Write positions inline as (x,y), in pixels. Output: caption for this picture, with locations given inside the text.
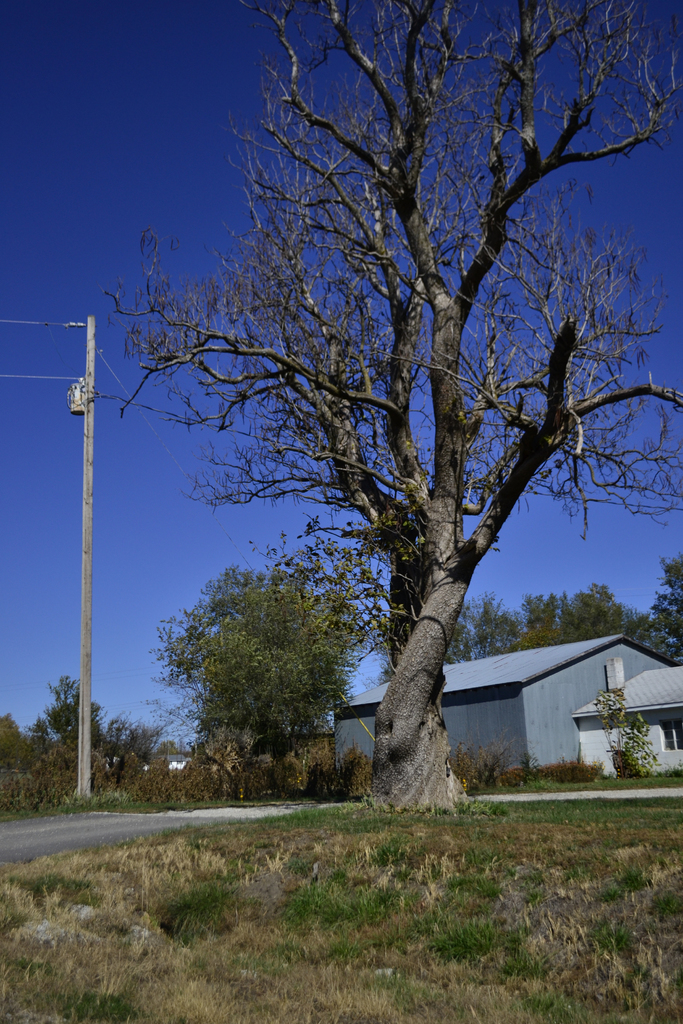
In this image I can see a tree (452,615) on the ground (459,885) and some grass (375,923). In the background (100,223) I can see a white colored pole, few trees (175,702), few buildings (505,701), few wires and the sky (119,106).
